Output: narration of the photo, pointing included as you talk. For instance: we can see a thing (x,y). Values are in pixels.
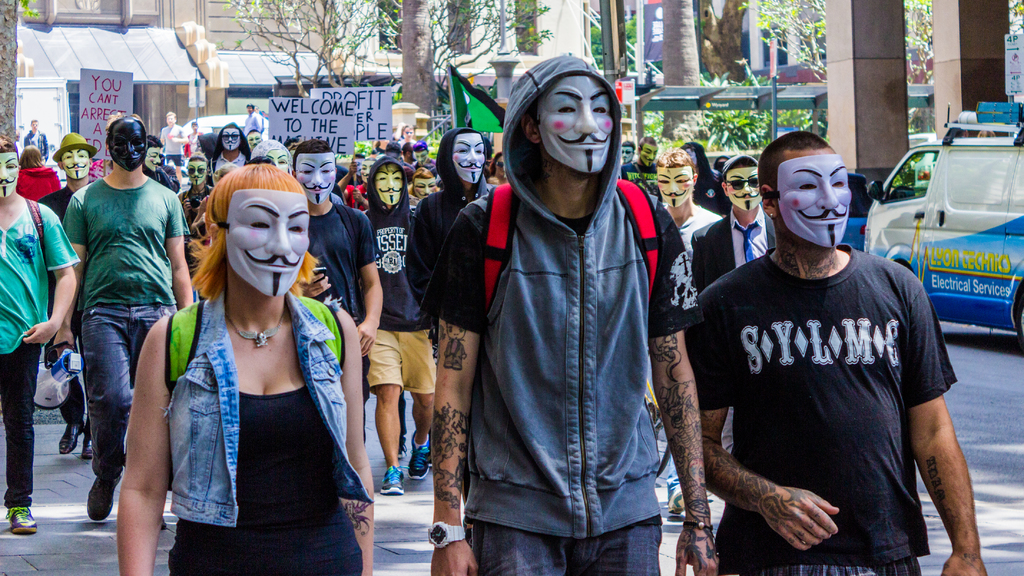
In this picture we can see many people (149,209) walking on the street (376,573) wearing a mask (468,167).
